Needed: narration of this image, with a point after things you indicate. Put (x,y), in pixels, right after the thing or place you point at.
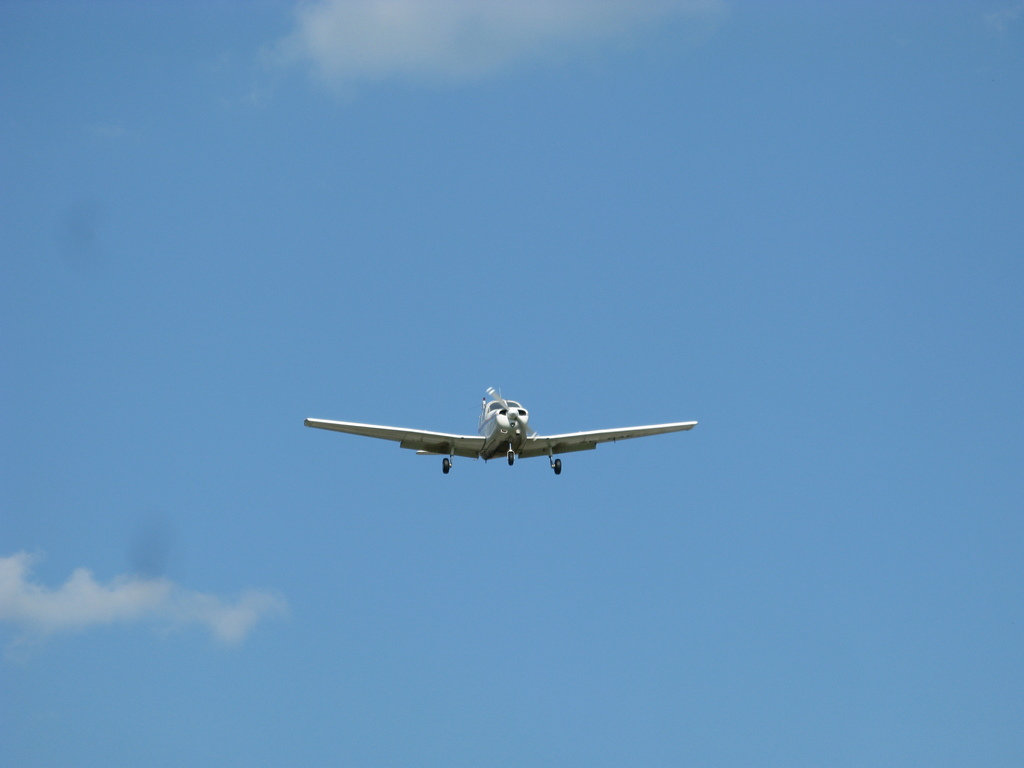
In this image, in the middle (423,438), we can see an airplane (598,442) which is flying in the air (424,401). In the background (544,413), we can see a sky (544,413) which is a bit cloudy.
